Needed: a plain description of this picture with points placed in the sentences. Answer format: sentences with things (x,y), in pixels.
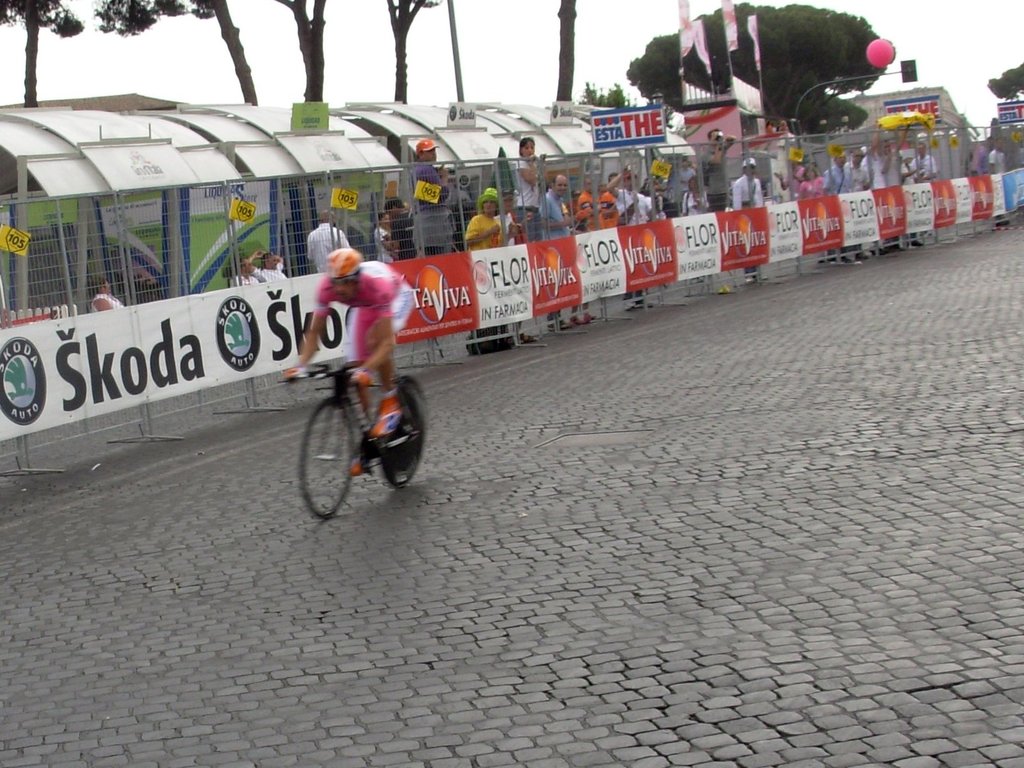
In this image we can see a person (386,350) riding a bicycle (317,455) on the road (211,414), there are some trees (769,66), people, flags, sheds (25,188), lights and boards (221,230), also we can see the banners (84,380) with some text (116,380) on it, in the background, we can see the sky (522,80).
